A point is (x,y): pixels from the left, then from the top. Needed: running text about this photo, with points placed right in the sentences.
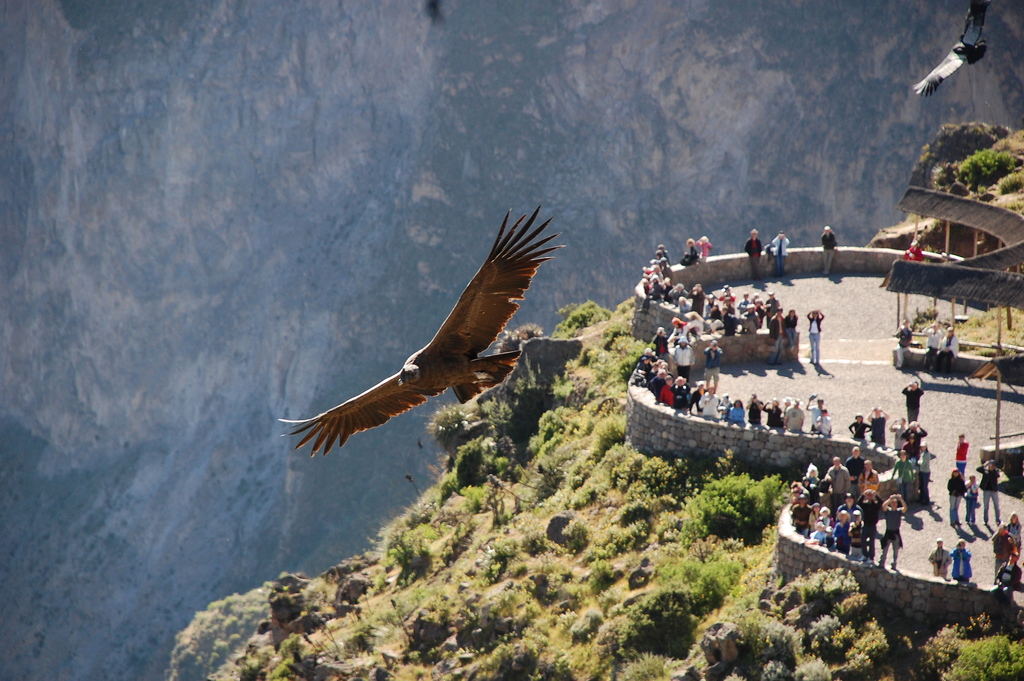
In the picture we can see the hill (577,467) with a surface (908,548) on the top of it with walls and people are standing near it and behind the hill (314,668) we can see another hill (272,555) and in the air we can see two birds (466,307) are flying.
